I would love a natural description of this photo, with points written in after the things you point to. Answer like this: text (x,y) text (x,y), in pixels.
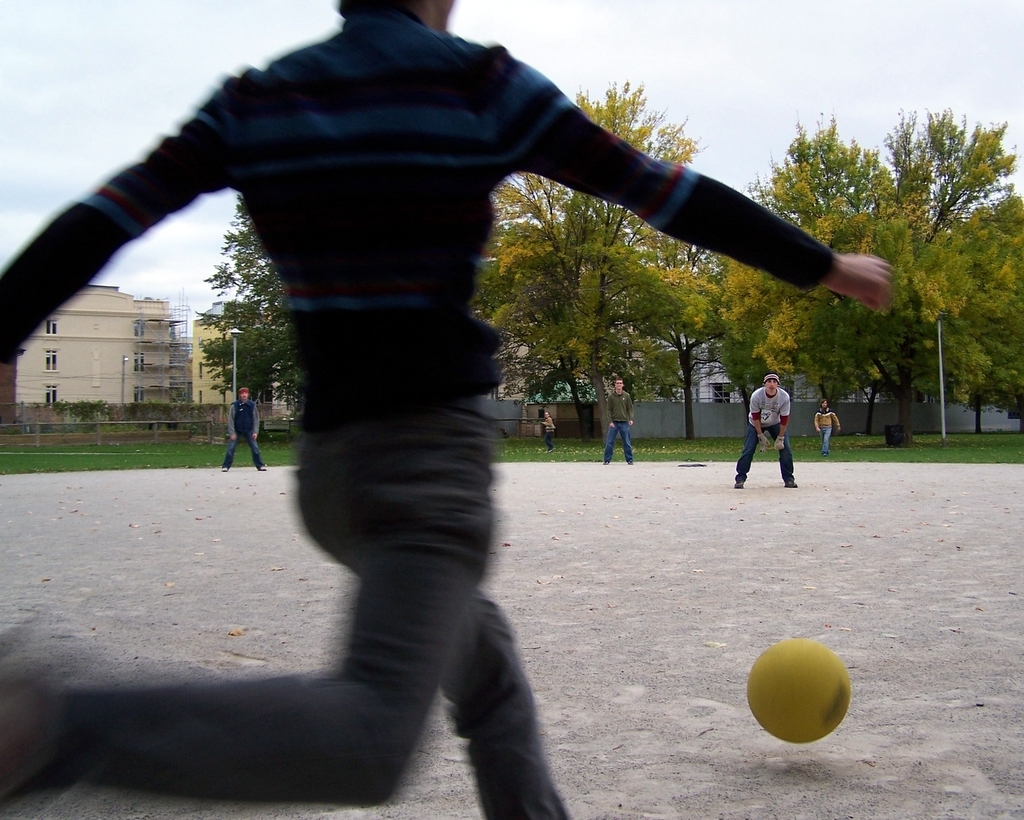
In this picture we can see a person (386,488) is trying to hit a yellow ball (797,694) and in front of the person (335,396) there are groups of people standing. Behind the people (245,415) there are poles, wall (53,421), trees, buildings (155,335) and a sky (207,53).
